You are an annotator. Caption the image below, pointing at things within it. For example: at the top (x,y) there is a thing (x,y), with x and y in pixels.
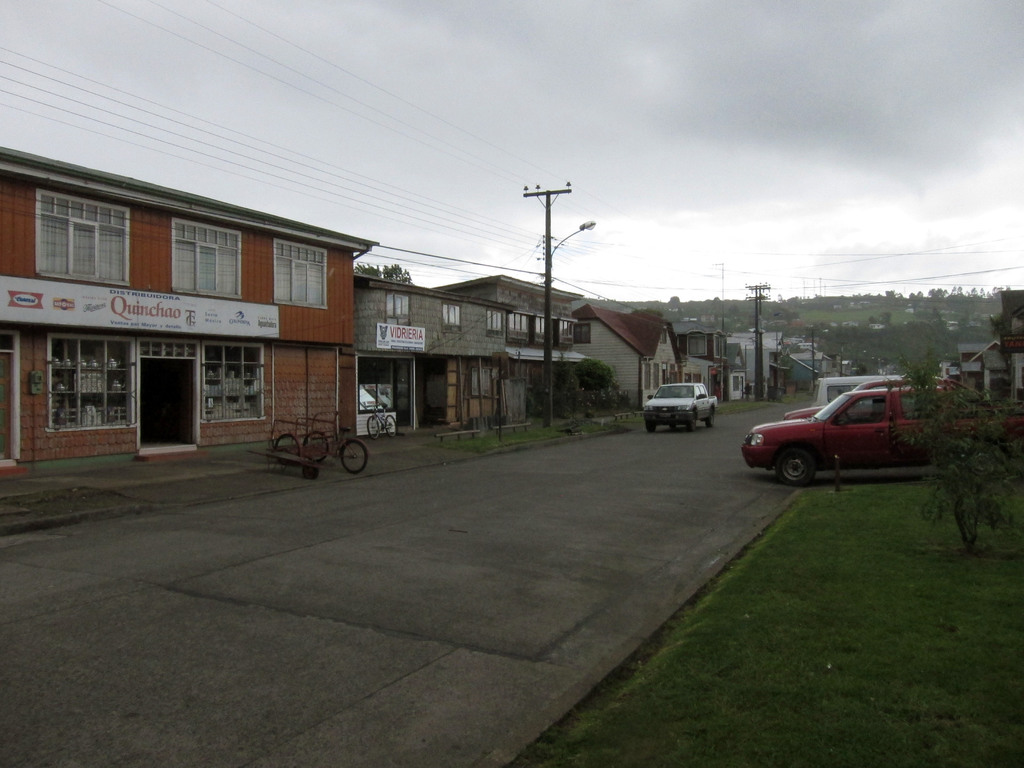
In this image at the bottom (468,581) there is a road (488,542) and on the right side (730,391) and left side (308,382) there are houses (710,363), poles (549,376), wires (579,291) and in the background (916,346) there are some trees (824,347) and mountains (941,319). On the top of the image (489,133) there is sky (722,123), on the right side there are some vehicles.
